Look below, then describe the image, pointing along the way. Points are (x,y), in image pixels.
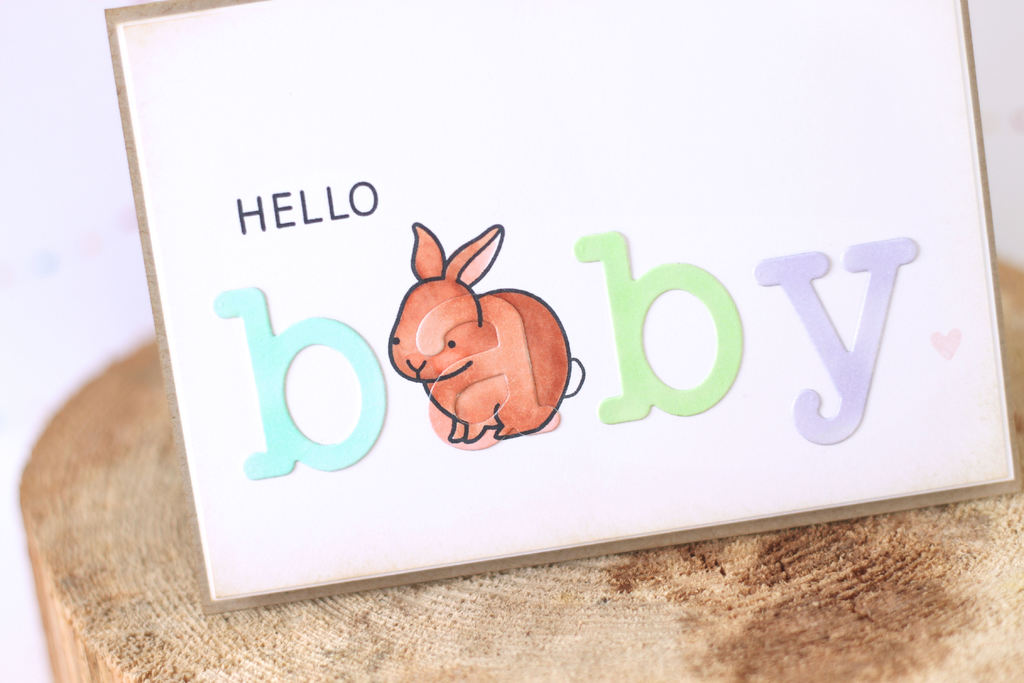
In this image there is a painted board (371,328) placed in a trunk (836,616) of a tree (489,589).
